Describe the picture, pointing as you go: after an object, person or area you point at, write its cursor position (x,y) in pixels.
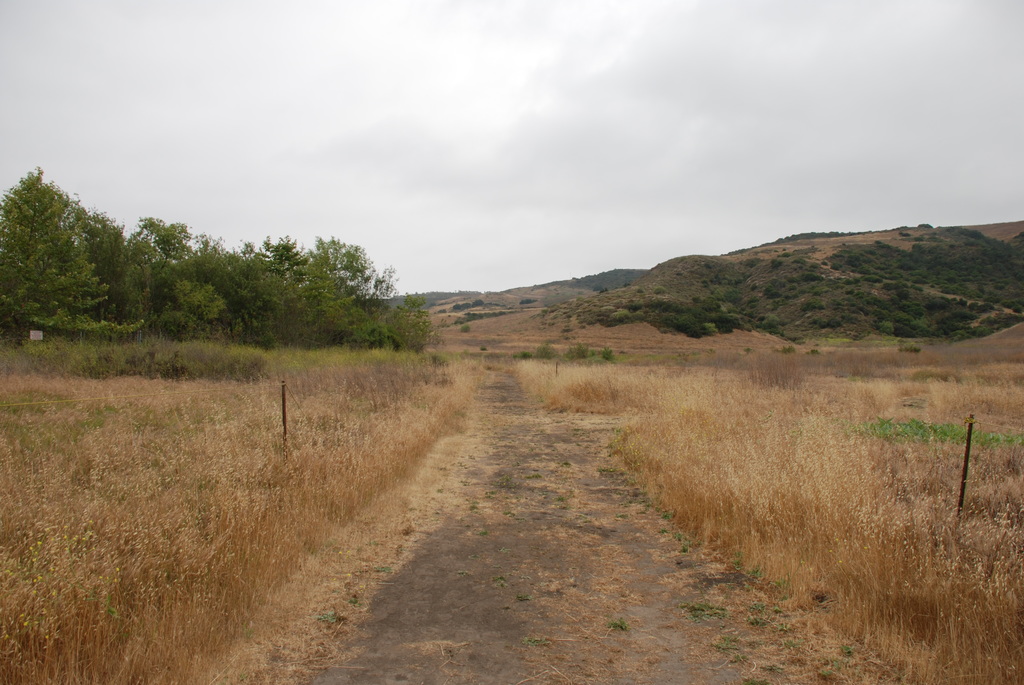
This image is clicked outside. At the bottom (631,618), there is a path (576,645). On the left (142,513) and right, there is dry grass (165,407). In the background (591,303), there are mountains (523,305). On the left (138,302), there are trees (173,265). At the top (567,143), there is sky (570,161).
